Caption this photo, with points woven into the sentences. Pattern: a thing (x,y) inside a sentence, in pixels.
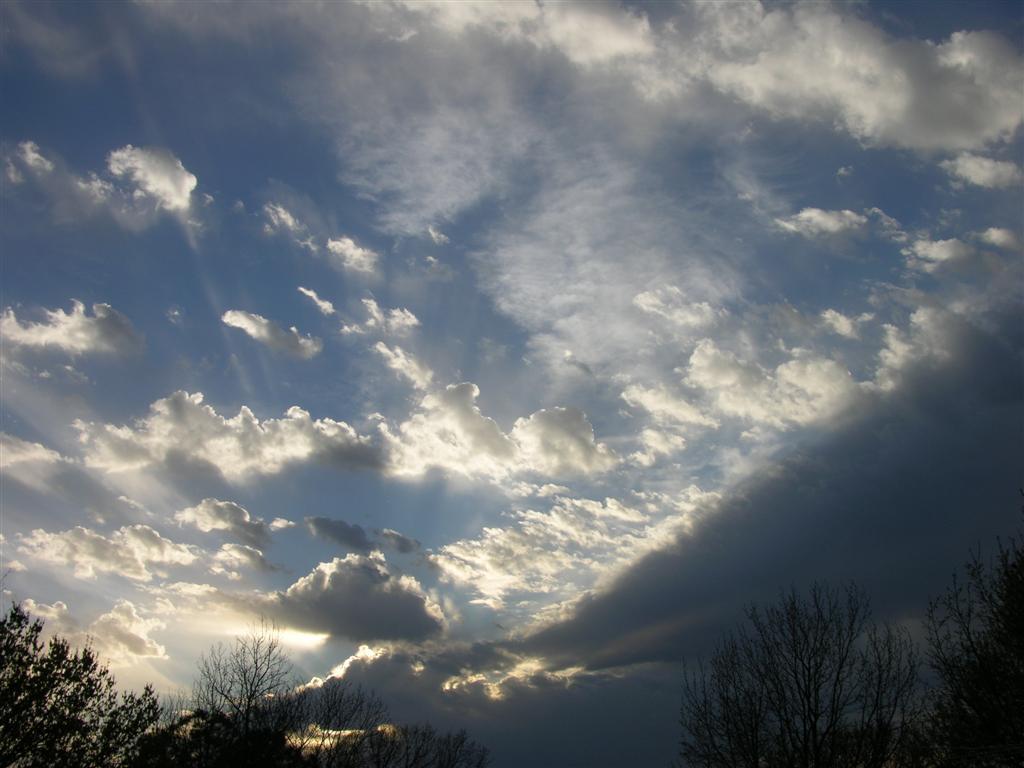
In this picture I can see number of trees (769,723) in front (828,732) and in the background (208,602) I see the sky (560,285) which is a bit cloudy.
